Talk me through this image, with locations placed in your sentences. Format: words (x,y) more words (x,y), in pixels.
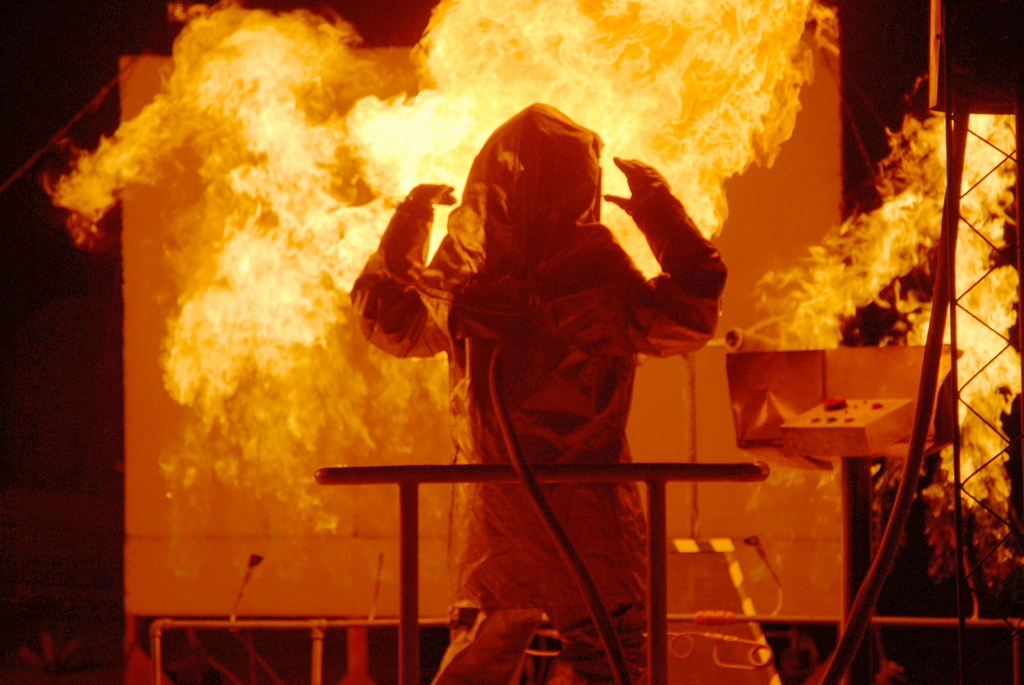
In this image there is a person (607,264), fire (965,250), board (800,198), rods (961,298) and objects (783,429). In the background of the image (32,34) it is dark.
